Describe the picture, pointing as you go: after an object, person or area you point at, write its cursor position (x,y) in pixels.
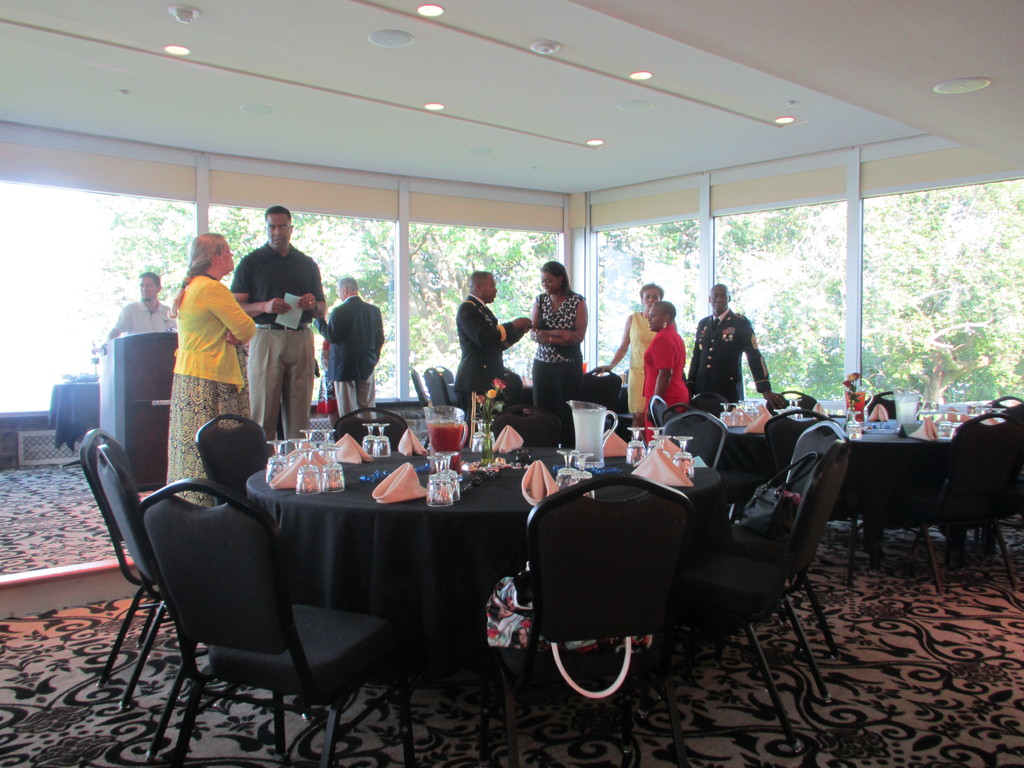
There were some group of peoples (266,328) were interacting with each other, the left corner (141,365) one man (150,326) in front of wood stand (145,379). And back of the people (356,286) they were trees (383,254), and front of them there is a dining table (456,522) on the table (502,473) with few objects (456,483) like glasses (437,471), mug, napkin (514,434). And a right side (727,340) corner one man (729,354) in a uniform (712,347).
